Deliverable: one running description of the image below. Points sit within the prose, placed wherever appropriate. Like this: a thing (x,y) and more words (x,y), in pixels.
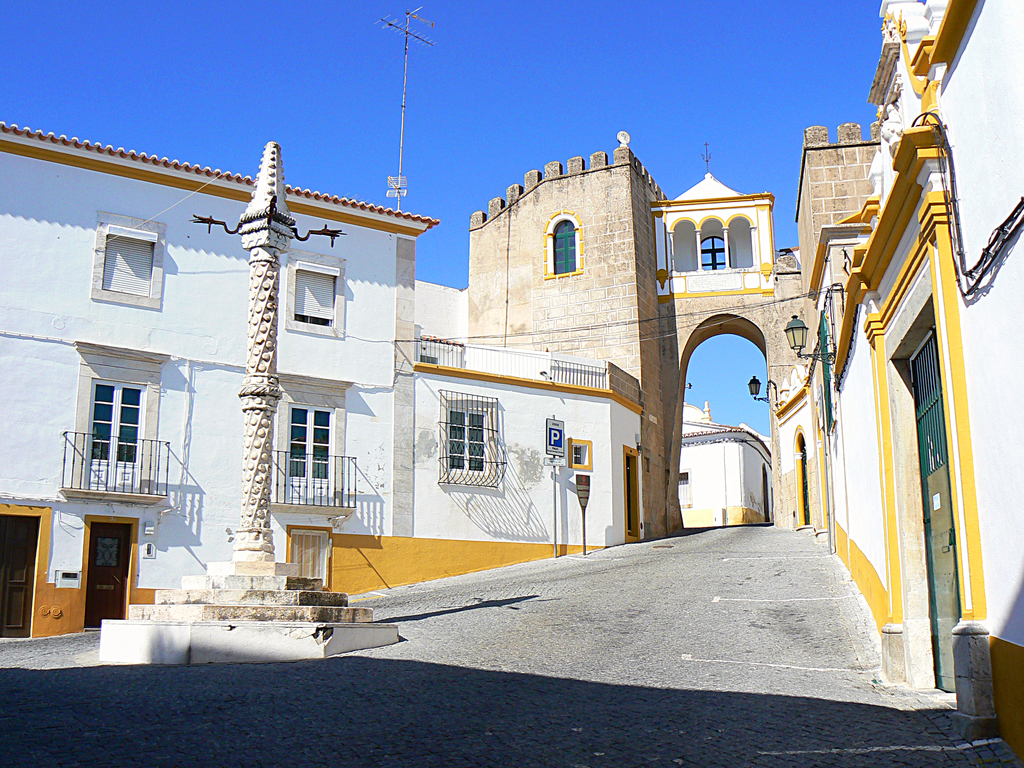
In the center of the image (556,500) there is a pole (253,285). There is a road (543,610). On the left side of the image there are boards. On both right and left side of the image (282,450) there are buildings (68,364). On the right side of the image (792,339) there are lights (792,330). In the background of the image (638,72) there is sky (628,40).
